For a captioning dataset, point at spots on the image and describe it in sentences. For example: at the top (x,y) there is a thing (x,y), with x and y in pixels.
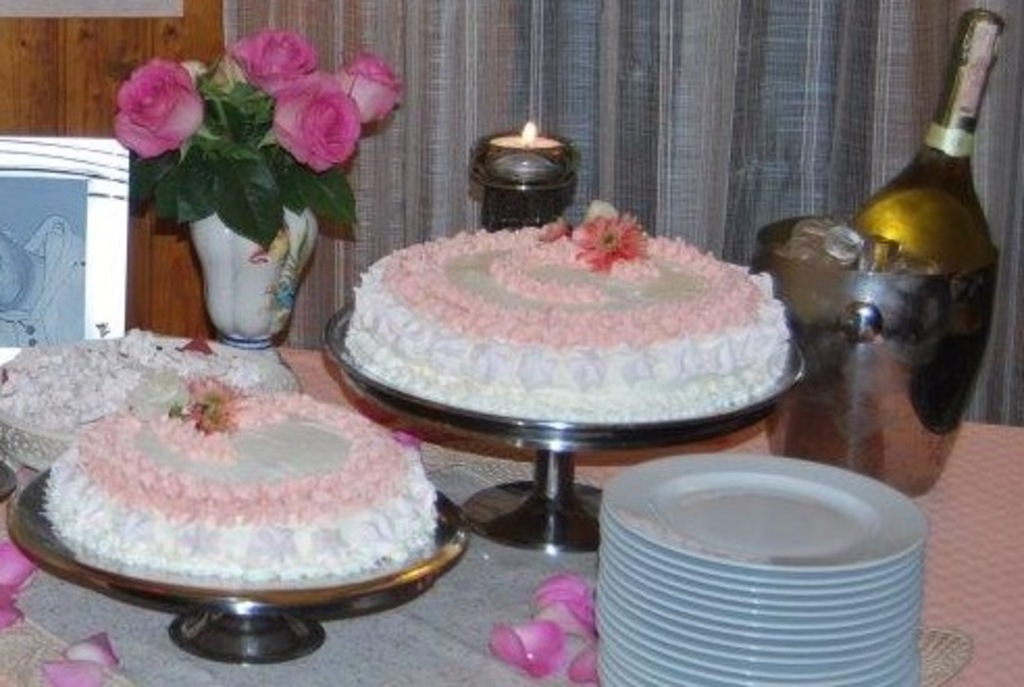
In this image we can see some cakes (227,386), plates (699,543), flower pot (245,174), wine bottle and ice cubes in a bowl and some other objects (626,431) on the table (669,451), in the background (774,89) we can see a curtain (441,98) and the wooden wall (114,72).
